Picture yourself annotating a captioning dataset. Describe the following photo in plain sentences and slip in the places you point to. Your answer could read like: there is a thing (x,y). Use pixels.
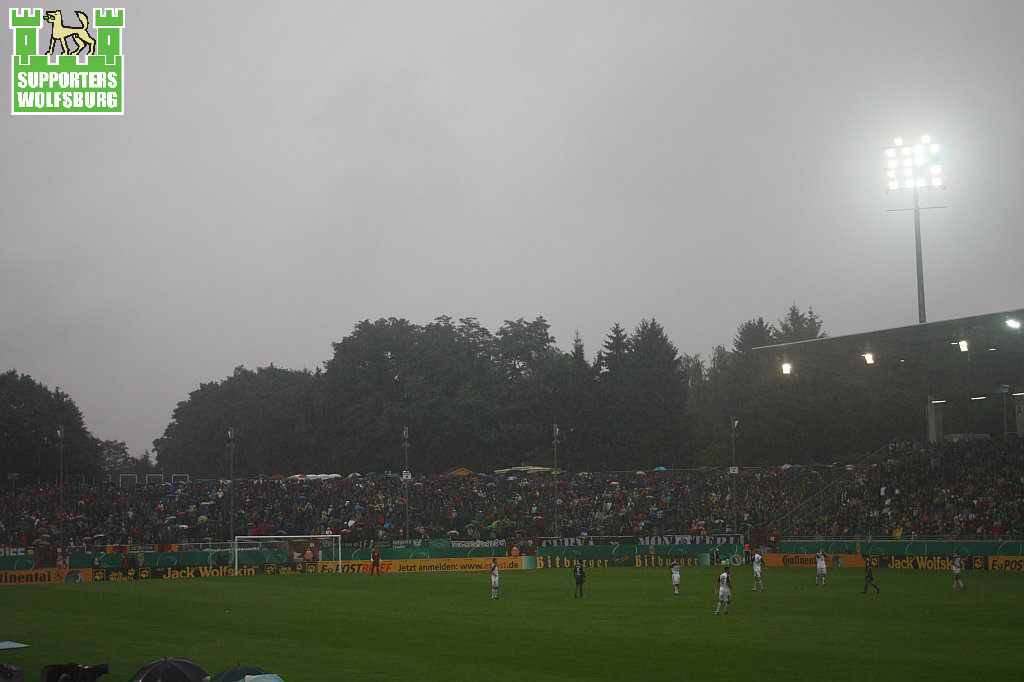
In this image we can see sky (583,207), flood lights (916,170), trees (526,359), poles (735,451), spectators (547,502), parasols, advertisement boards (298,564) and persons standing in the ground (362,605).
